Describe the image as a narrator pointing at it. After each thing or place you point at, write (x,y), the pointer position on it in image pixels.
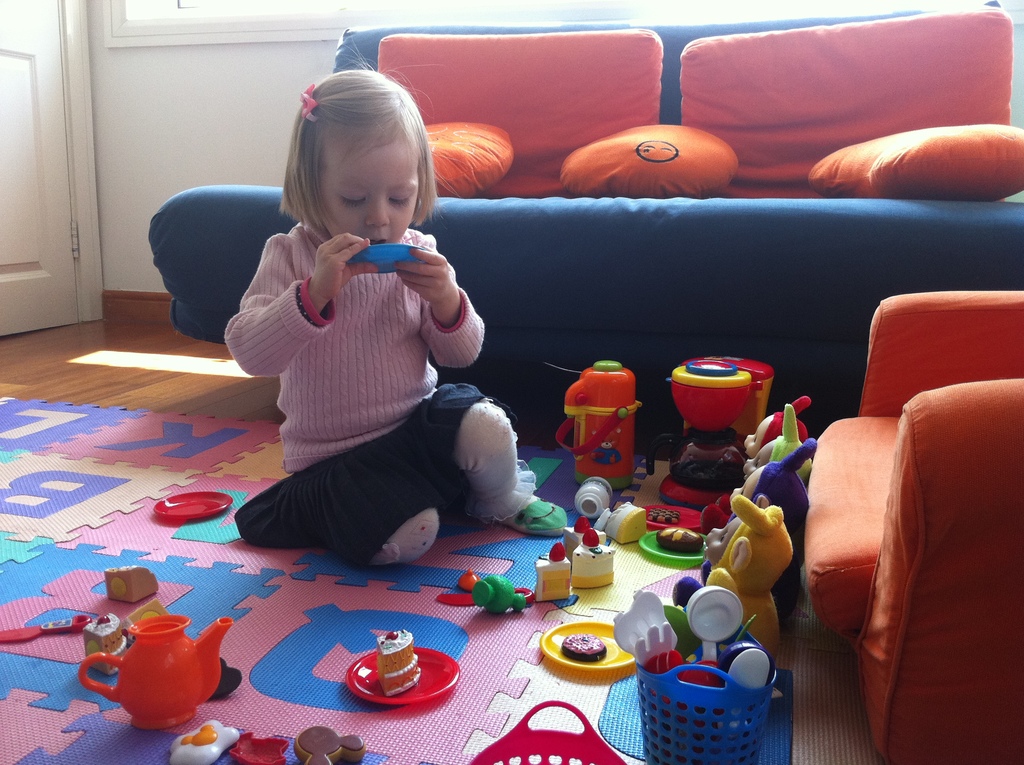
In the picture I can see a baby girl (246,296) sitting on the floor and she is holding a toy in her hands (341,259). I can see a carpet (98,431) on the wooden floor (183,367) and I can see the toys (654,507) on the carpet (668,583). I can see a piece of cake (389,690) on the plate (433,671). I can see the sofa (737,240) on the floor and I can see the pillows (703,144) on the sofa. There is a wooden door (57,167) on the top left side (57,167).
